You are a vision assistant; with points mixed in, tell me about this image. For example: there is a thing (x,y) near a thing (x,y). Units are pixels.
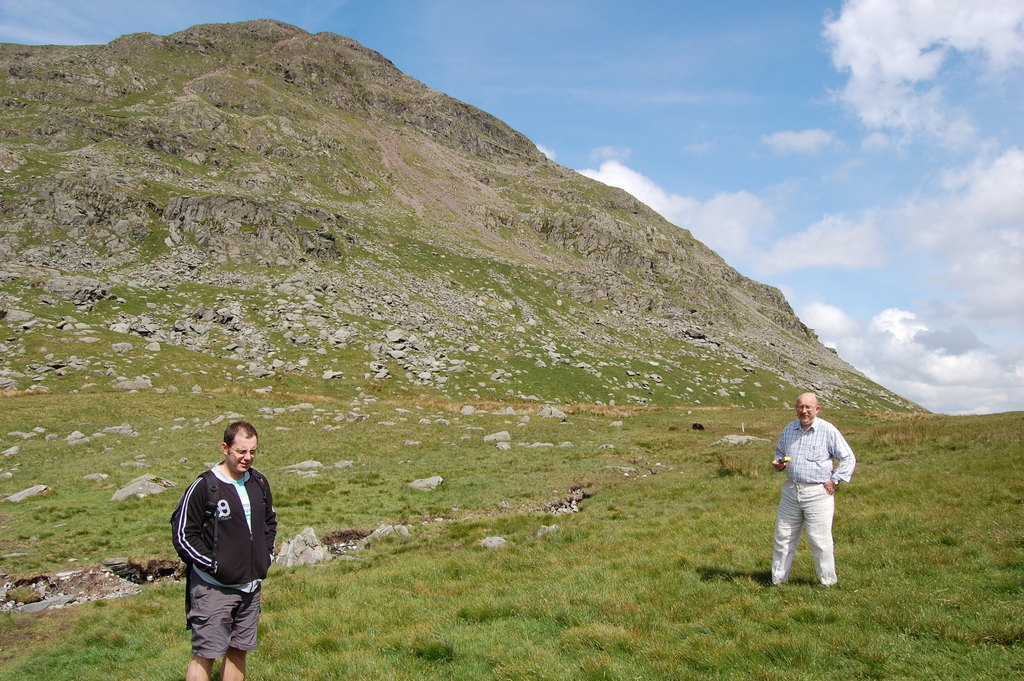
At the bottom of the picture (234,535), we see a man (254,547) in the black jacket (238,577) is standing. At the bottom (566,613), we see the grass (628,601). The man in the white shirt (811,459) is standing. In the background (489,350), we see the stones (384,284) and a hill (530,261). At the top (631,115), we see the sky (754,128) and the clouds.
